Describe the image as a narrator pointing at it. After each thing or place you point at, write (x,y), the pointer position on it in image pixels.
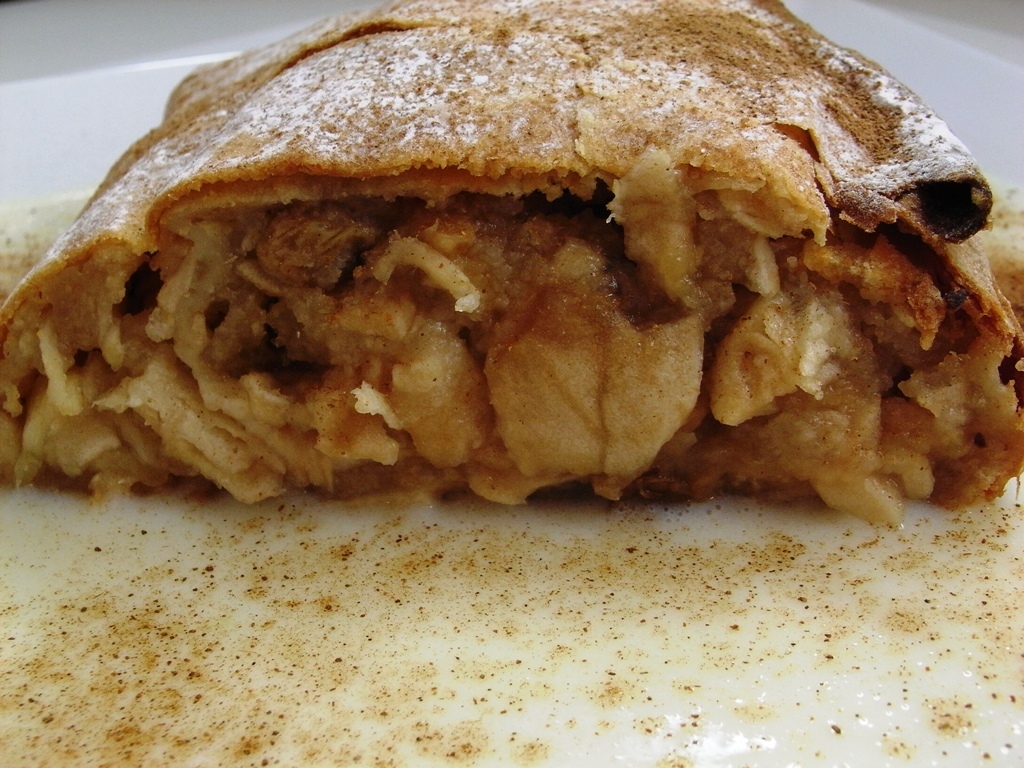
In this picture, we see a white plate (66,176) containing an edible (694,303). In the background (205,38), it is white in color.
